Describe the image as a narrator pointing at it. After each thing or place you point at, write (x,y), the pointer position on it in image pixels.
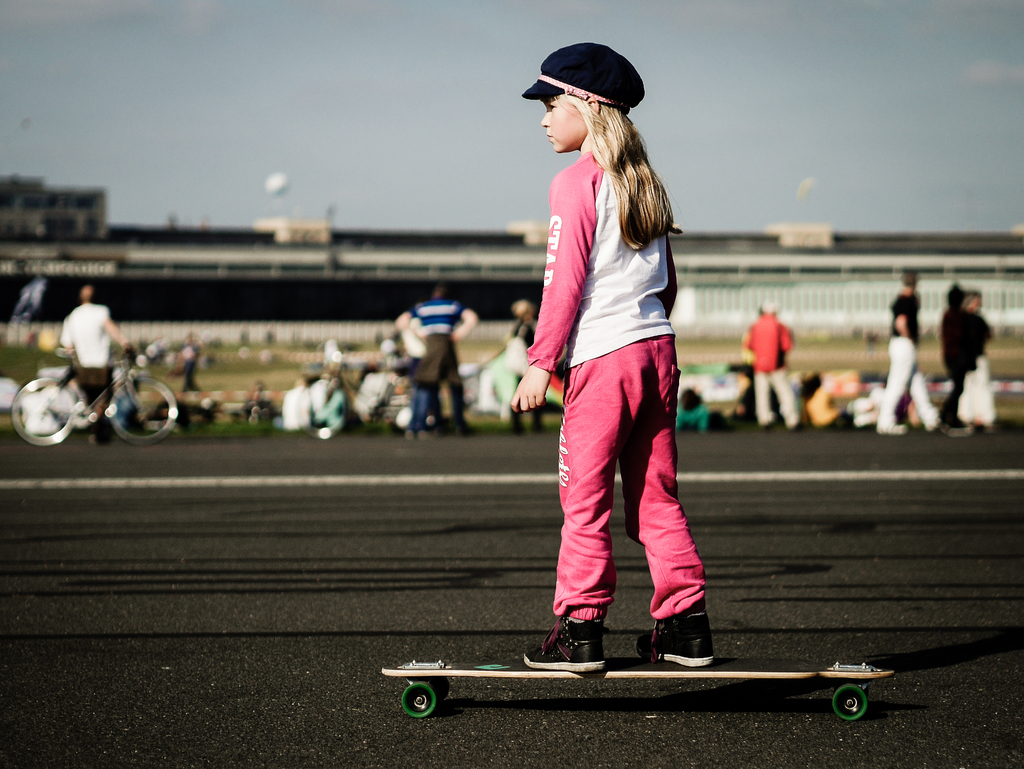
In this picture I can observe a girl (622,329) on the skateboard (591,677) in the middle of the picture (595,374). In the background (103,369) there are some people (422,381) and I can observe sky (345,109).
